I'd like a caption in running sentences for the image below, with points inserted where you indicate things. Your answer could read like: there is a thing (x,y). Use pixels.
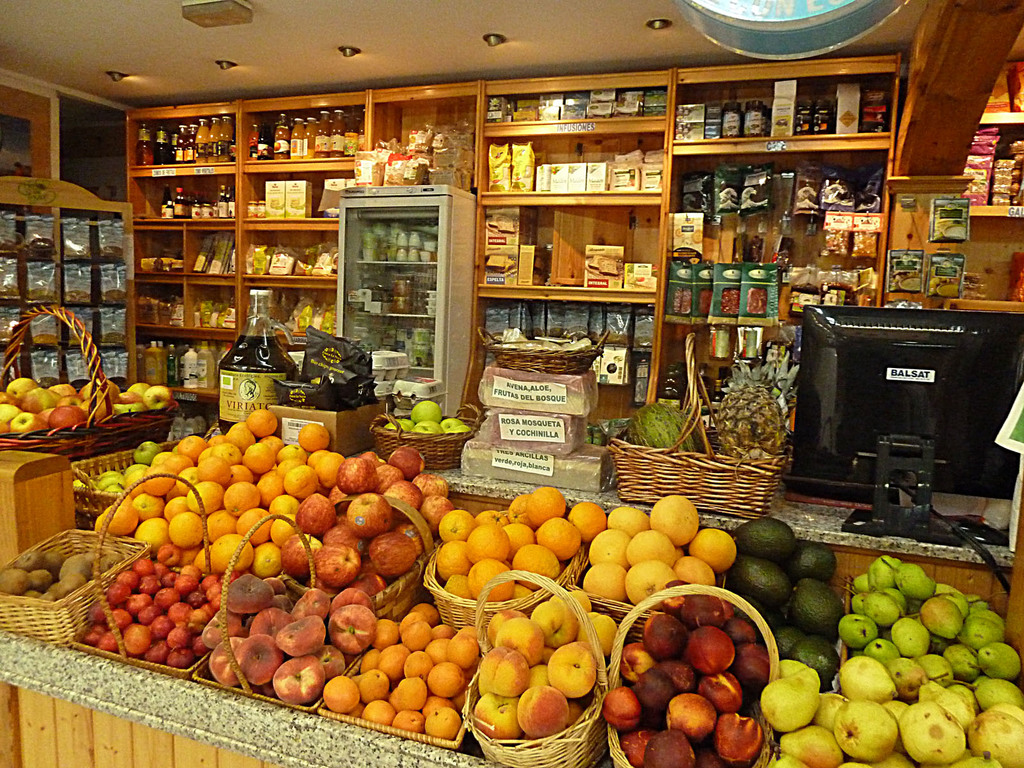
This image is taken at the stall (523,125). In this image we can see the baskets (241,689) of fruits (487,576). We can also see the monitor (895,401). Some text papers (527,394) attached to the boxes (570,424). We can also see the bottles (259,318), boxes (296,191) and some packs (707,182) arranged on the wooden racks (999,269). We can also see a refrigerator (397,304). At the top (249,54) there is ceiling (507,38) with the ceiling lights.
